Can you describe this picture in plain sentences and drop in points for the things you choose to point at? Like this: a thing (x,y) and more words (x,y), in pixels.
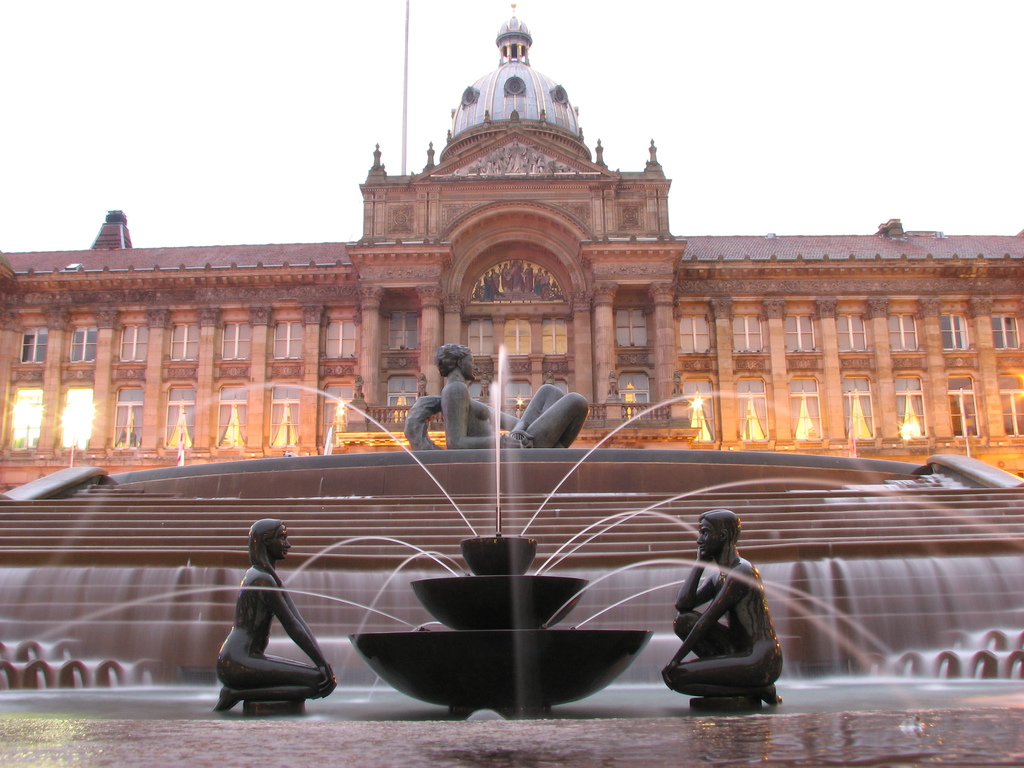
In this image on the foreground (557,484) there is fountain (438,586), waterfall (344,653). There are few statues (501,436) over here. In the background (401,447) there is a building (463,305). The sky (273,41) is clear.
